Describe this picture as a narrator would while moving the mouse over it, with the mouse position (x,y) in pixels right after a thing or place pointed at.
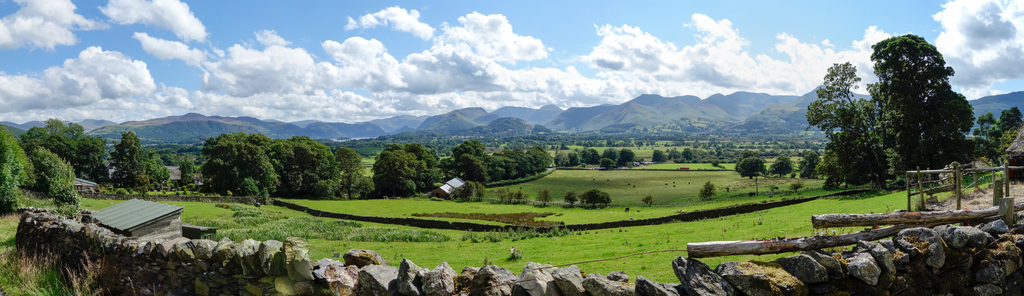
At the bottom of the image (596,292) there is a stone wall (814,258). At the right side of the image (968,185) behind the stones wall (526,272) there is a wooden fencing (953,180). And at the left side of the image (56,210) there are trees (20,164) and in front of the wall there is a roof (113,217). Behind the stones wall (109,235) on the ground (306,200) there is grass (640,186) and also there are many trees (382,189). In the background (753,172) there are many trees (128,137). Behind the trees (59,127) there are many hills (103,123). At the top of the image (794,78) there is a sky (671,4) with clouds (959,20).
